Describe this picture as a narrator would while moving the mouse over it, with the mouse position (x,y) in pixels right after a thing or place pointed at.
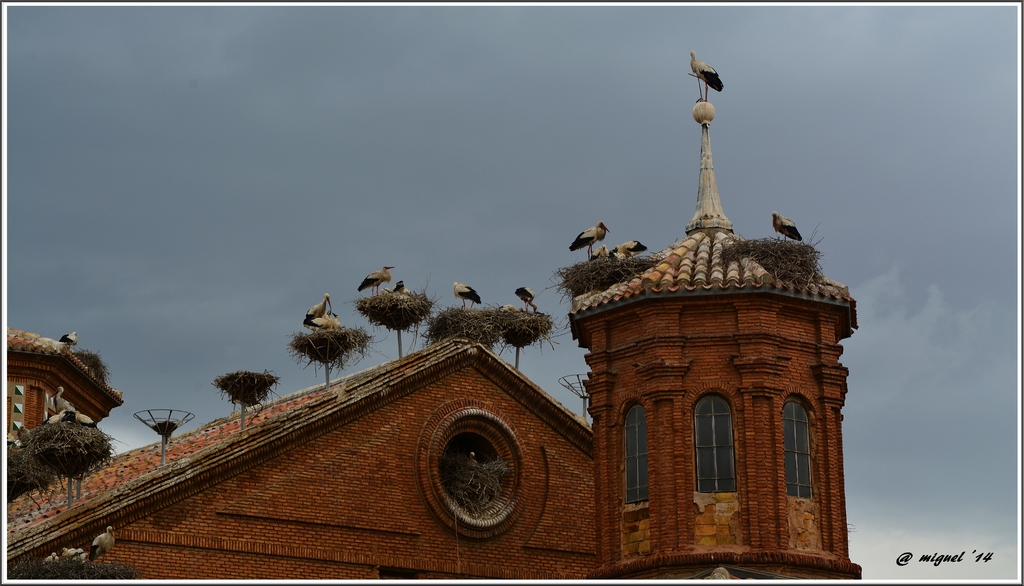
In this image I can see a building (402,473) and on the top of it I can see number of nests (331,362) and number of birds (20,445). In the background (392,257) I can see clouds (656,181), the sky (447,145) and on the bottom right side of the image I can see a watermark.
